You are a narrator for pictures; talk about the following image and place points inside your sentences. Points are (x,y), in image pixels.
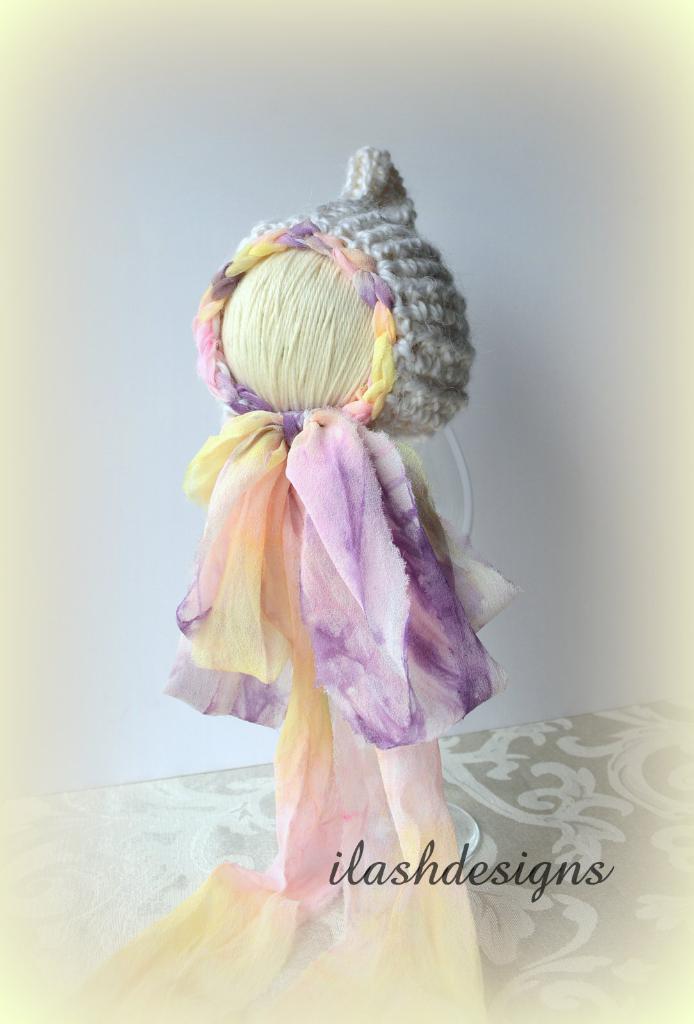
This is a handicraft (330,334) made with threads (329,322) and clothes (316,601). Also there is a watermark (562,872) on that. In the background (538,421) there is wall (504,361).
